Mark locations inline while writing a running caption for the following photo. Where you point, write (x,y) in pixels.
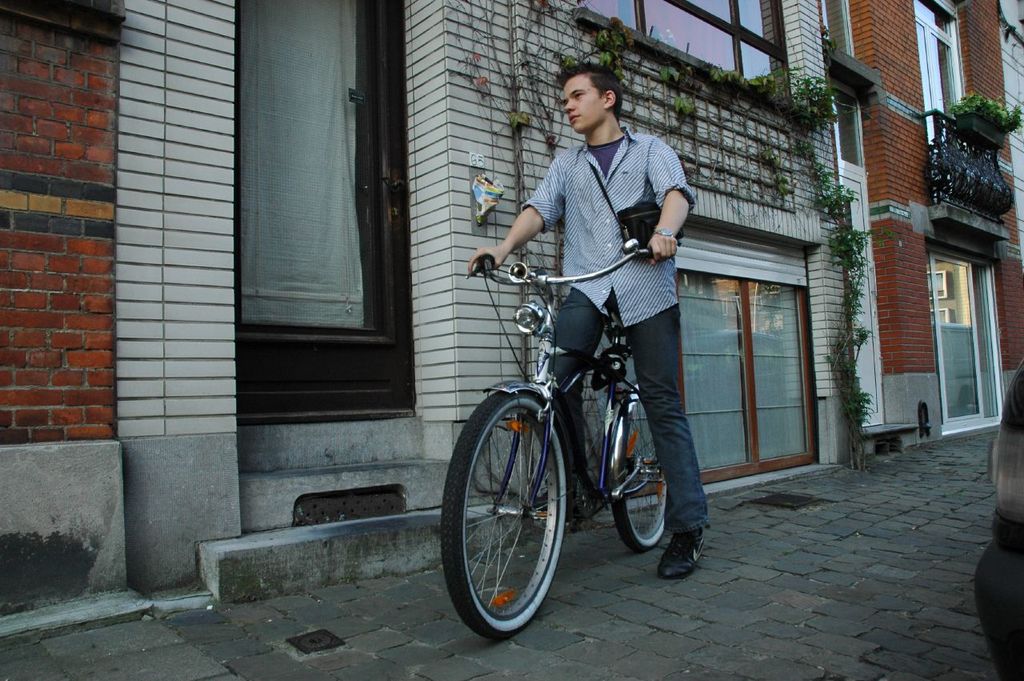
In this picture we can see a man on the bicycle (573,464). This is road (898,541) and these are the plants (1019,120). Here we can see a building (736,188). And this is door (957,364).
